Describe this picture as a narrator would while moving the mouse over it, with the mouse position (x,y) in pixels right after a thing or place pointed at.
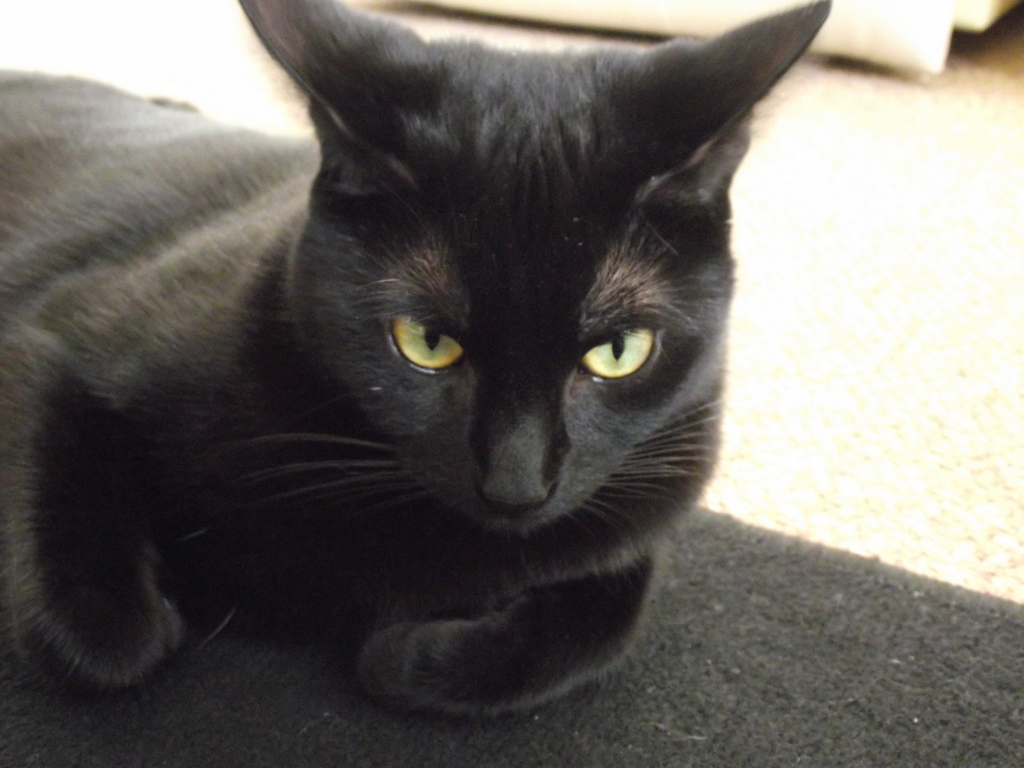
In the center of the image (420,320) a cat (402,235) is present on the mat (606,680). In the background of the image (797,310) we can see a floor (783,286).
